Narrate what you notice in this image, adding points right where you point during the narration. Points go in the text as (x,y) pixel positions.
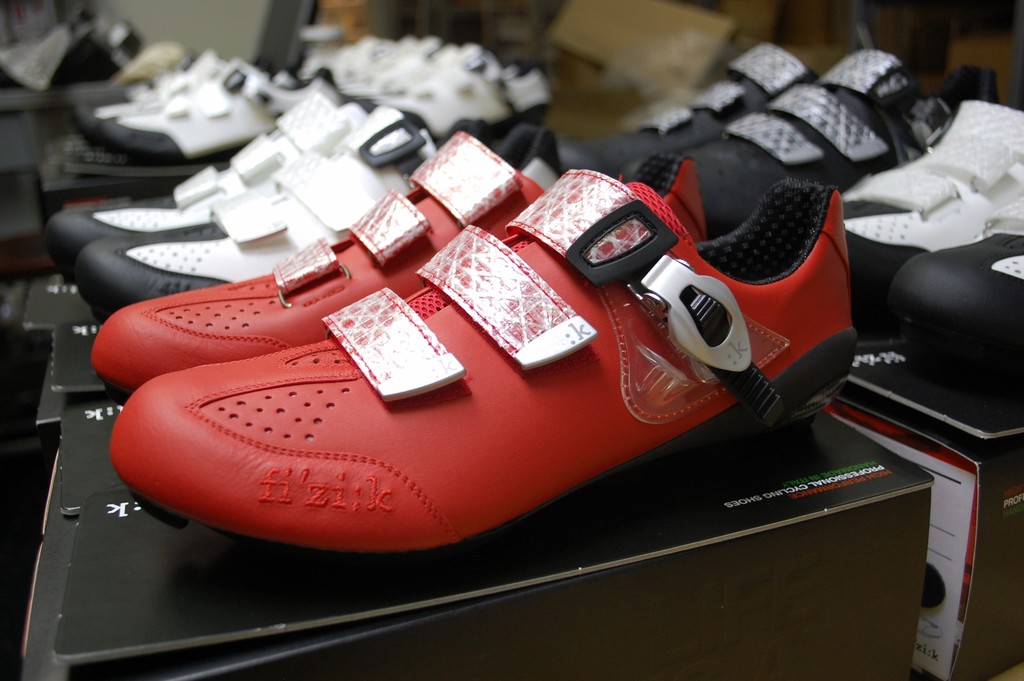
In this picture we can see some pairs of shoes (364,99) present on the boxes (204,568), the front shoes (293,328) are of red color.
